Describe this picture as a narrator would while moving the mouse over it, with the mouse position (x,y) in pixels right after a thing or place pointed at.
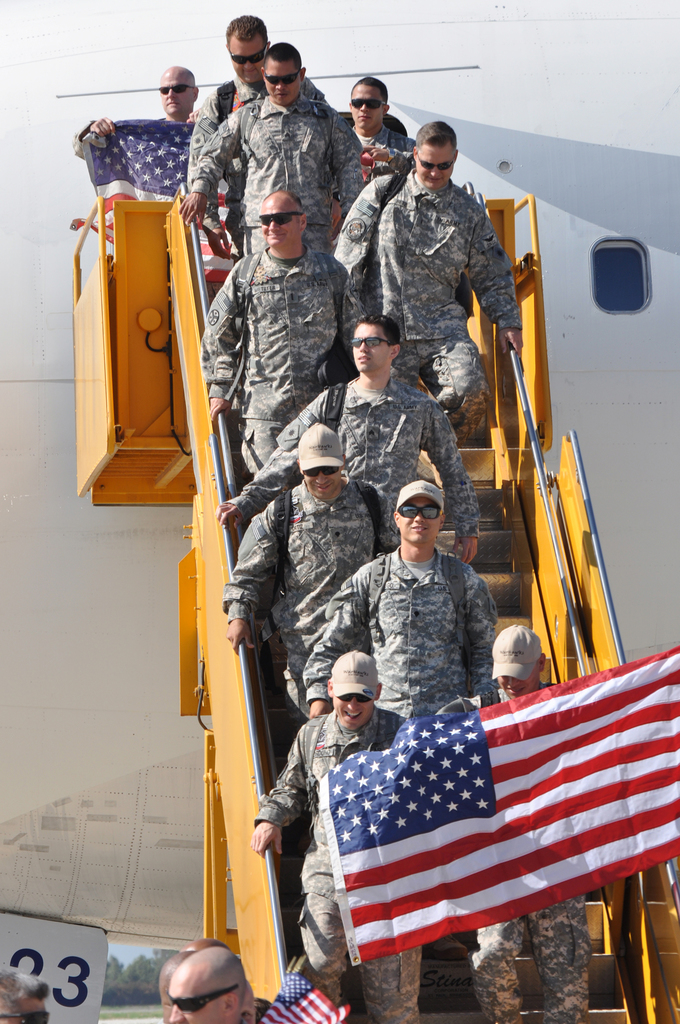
In this image we can see a flight (119,702) with steps (216,455). There are many people (274,369). Some are wearing caps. Some are wearing goggles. And there are flags (464,825). At the bottom (71,959) there is a number (38,959).
